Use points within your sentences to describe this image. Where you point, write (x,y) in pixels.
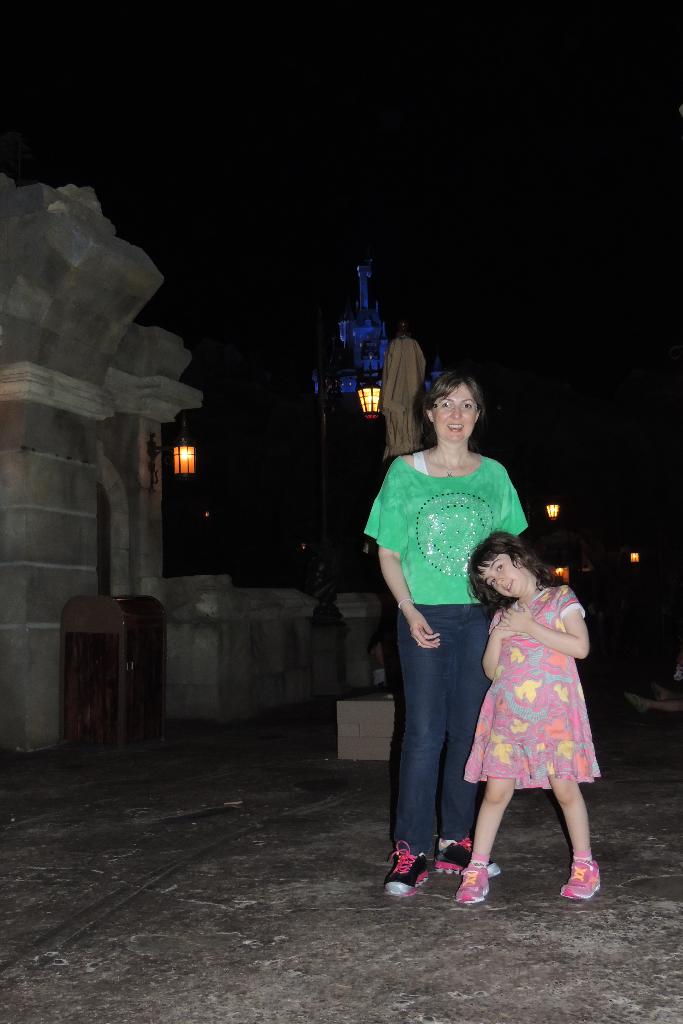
In this image I can see a woman (482,655) and a girl (487,722). I can see both of them are standing and both of them are wearing shoes (474,874). I can also see one of them is wearing a green colour top (436,551), a jeans (410,659) and another one is wearing pink colour dress (494,709). In the background (7,516) I can see a sculpture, two buildings (92,514), few lights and on the left side (129,702) I can see an object (99,598) on the ground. I can also see this image is little bit in dark.
